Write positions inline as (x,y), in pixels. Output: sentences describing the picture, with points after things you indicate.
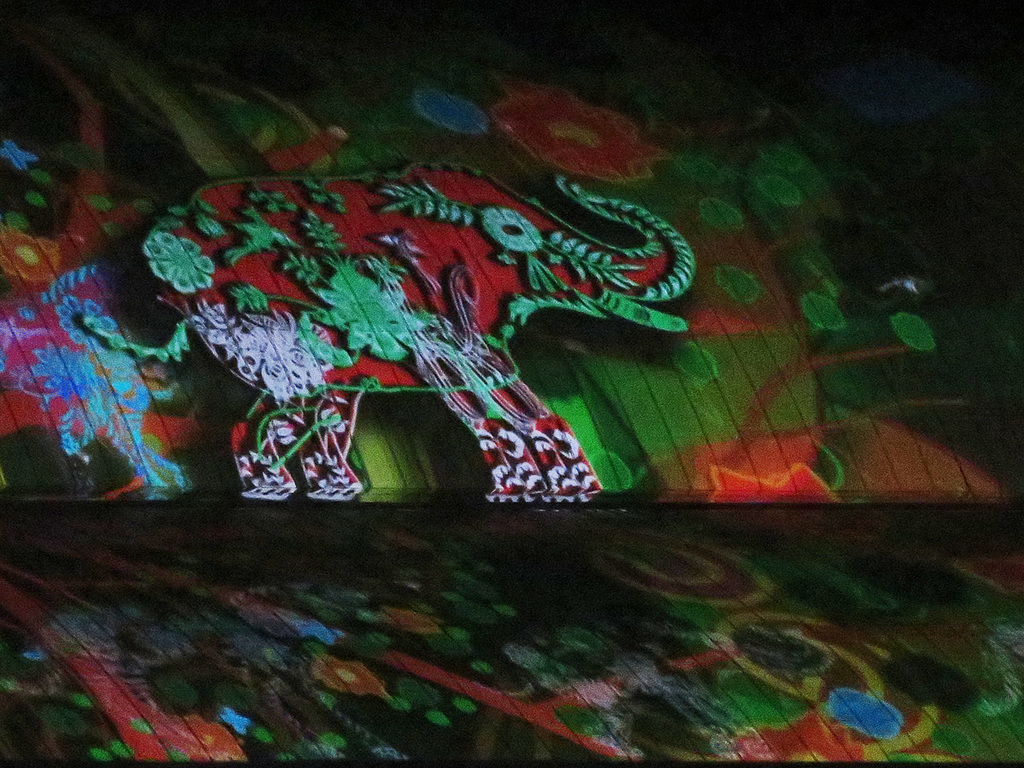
In this image we can the painting (462,307) on the wooden objects (369,293). We can see the painting (405,290) of an elephant (452,248), trees (770,386) and few other objects (682,616).
